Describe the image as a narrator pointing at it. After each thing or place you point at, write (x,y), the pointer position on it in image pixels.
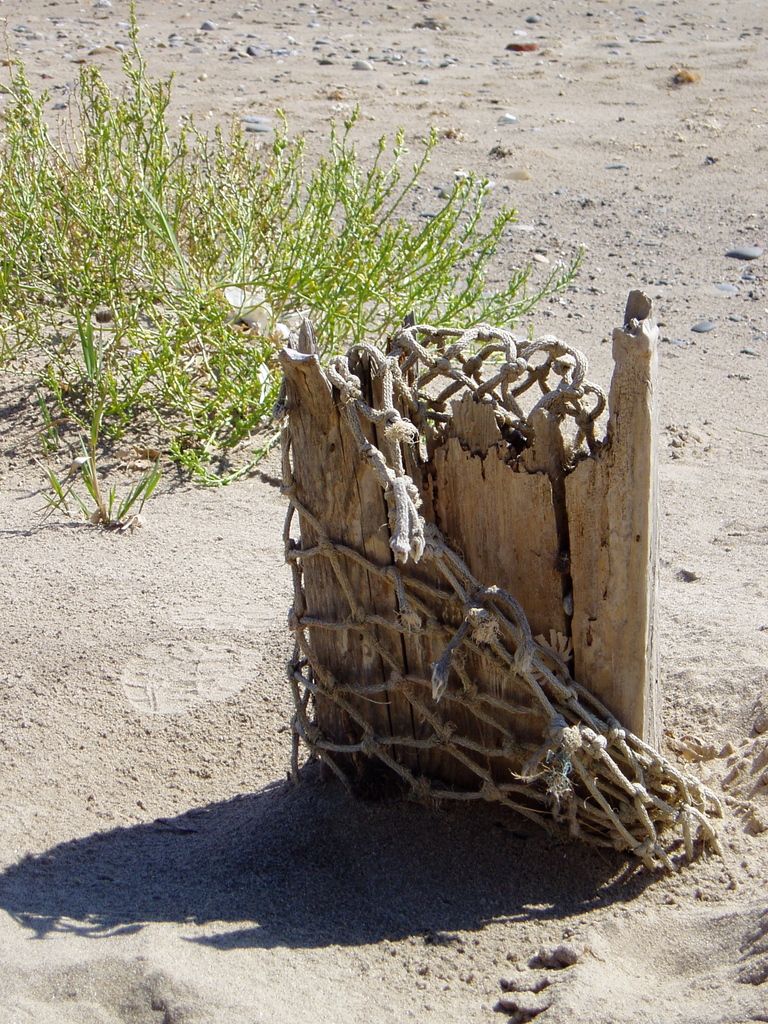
In this image in the foreground (470,497) there is a truncated tree (434,643) and net (379,459), and in the background (223,319) there are some plants (65,200) and sand (163,755).
